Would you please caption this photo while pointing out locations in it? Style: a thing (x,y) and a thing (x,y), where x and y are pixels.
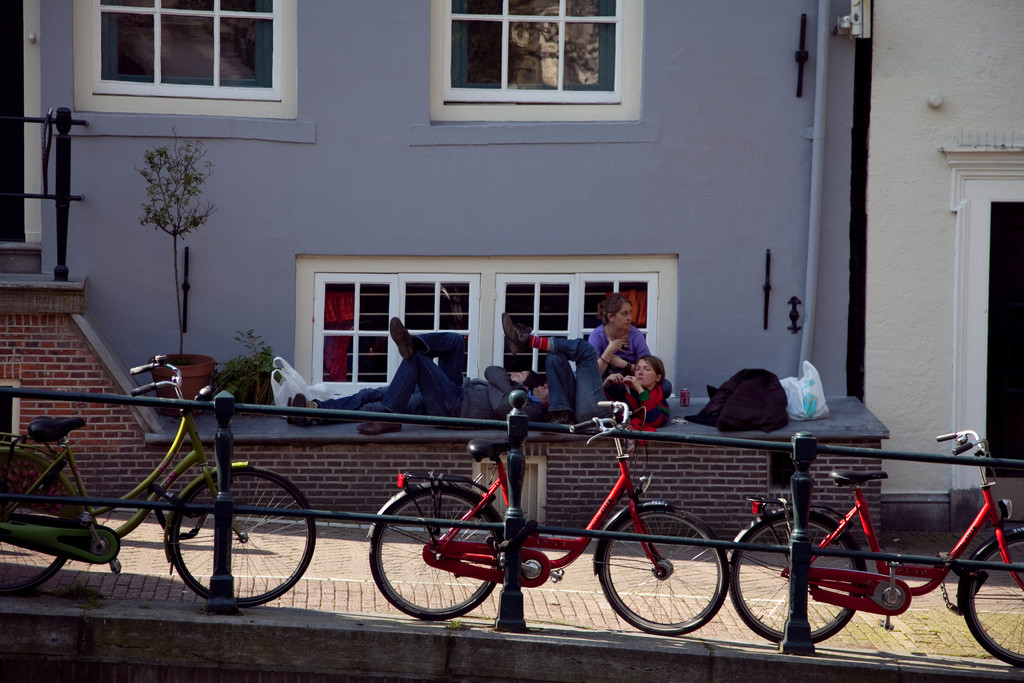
In the picture I can see these cycles (974,532) are parked near the fence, I can see these people (498,393) are lying on the platform (288,433) and this person (594,338) is sitting here, I can see few objects (762,404) are placed here, I can see flower pots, glass windows (381,287), pipes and the wall (904,388) in the background (557,137).
